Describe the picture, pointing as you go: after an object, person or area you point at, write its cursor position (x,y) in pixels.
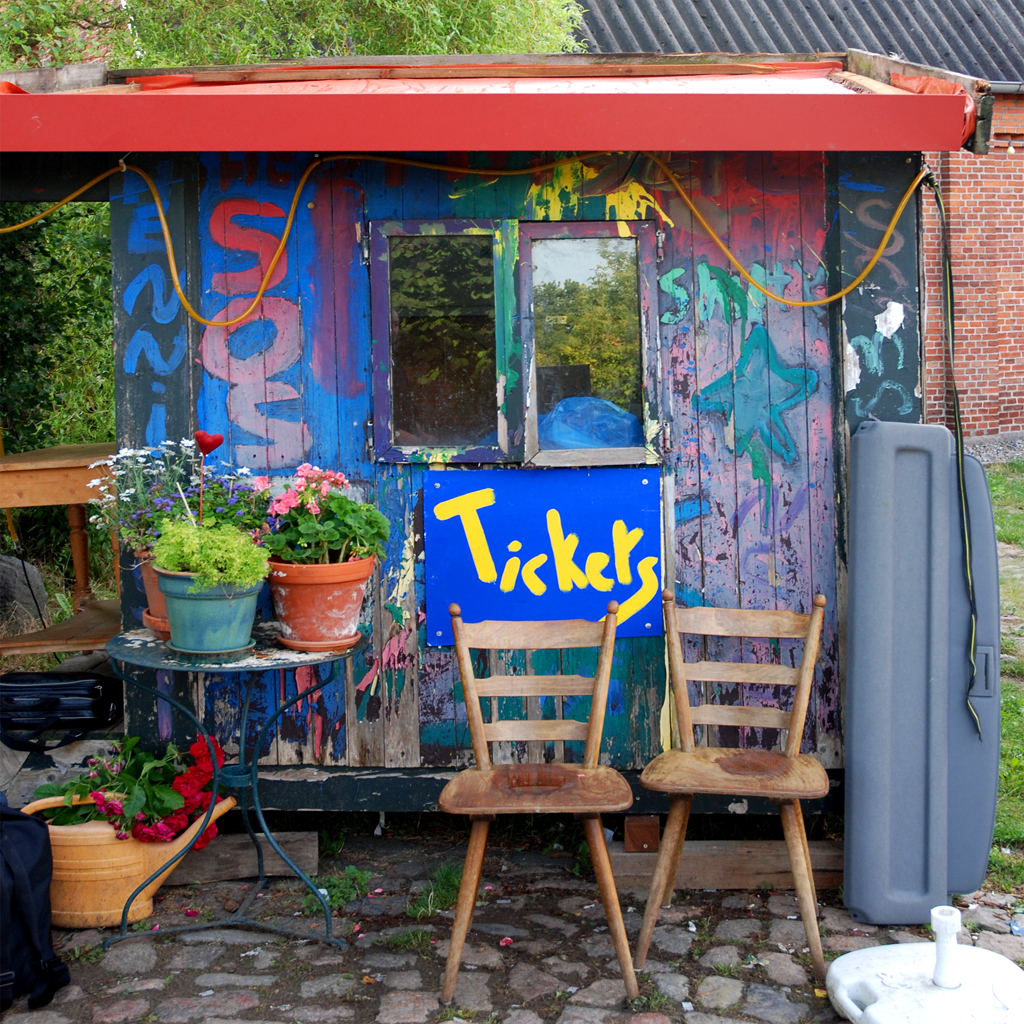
In this picture we can see two chairs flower pots (154,569) with plants (273,499) in it on table (161,669) a house (327,250) with windows (599,278) and in background (256,25) we can see tree (491,31), pipes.
